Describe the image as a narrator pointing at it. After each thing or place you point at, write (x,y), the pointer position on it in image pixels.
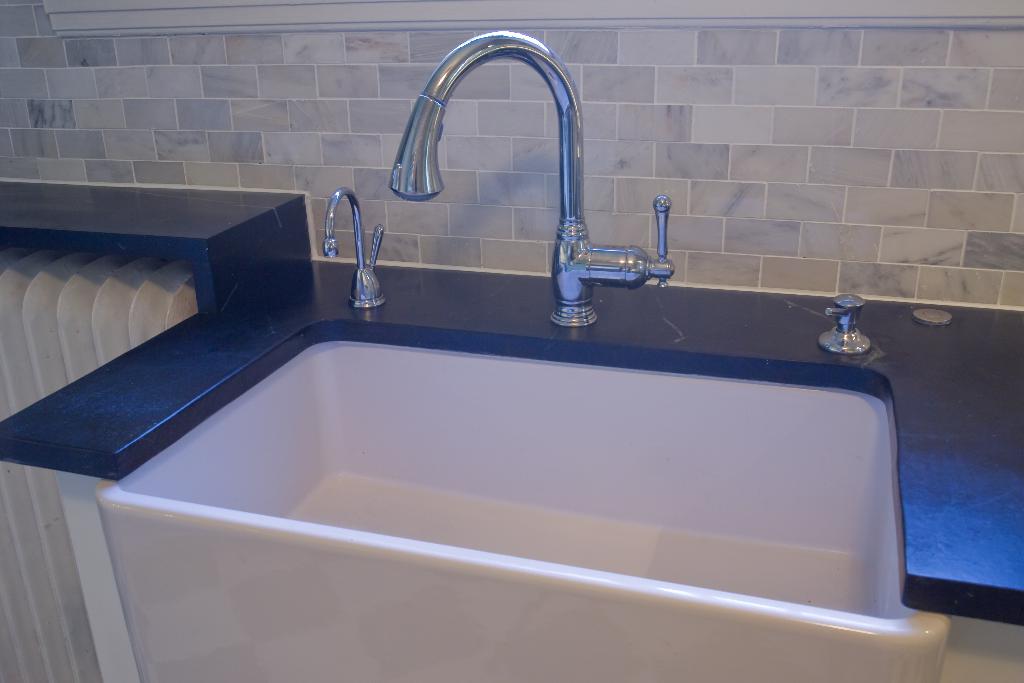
In this image we can see sink (649,465), tap (624,255) and wall (655,110).
